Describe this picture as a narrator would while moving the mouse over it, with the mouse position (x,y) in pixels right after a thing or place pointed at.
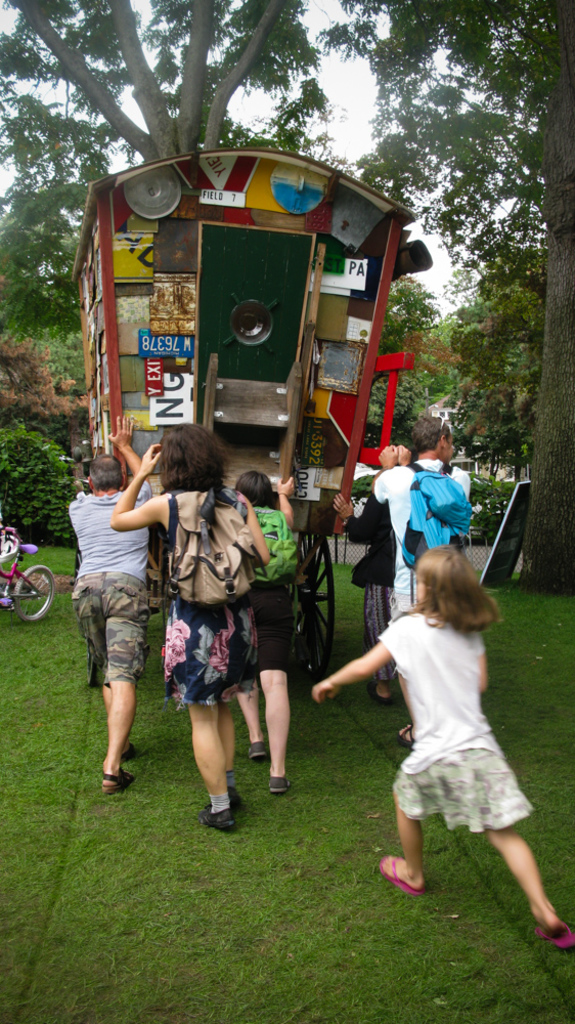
In this image 6 persons (475,626) and 3 of them are wearing bags (195,565). In front (155,571) there is a vehicle (93,422) and beside to it there is a cycle (6,599) and all of them are on the grass (516,616). In the background (25,531) there are plants (476,492) and trees (33,301) over here.
